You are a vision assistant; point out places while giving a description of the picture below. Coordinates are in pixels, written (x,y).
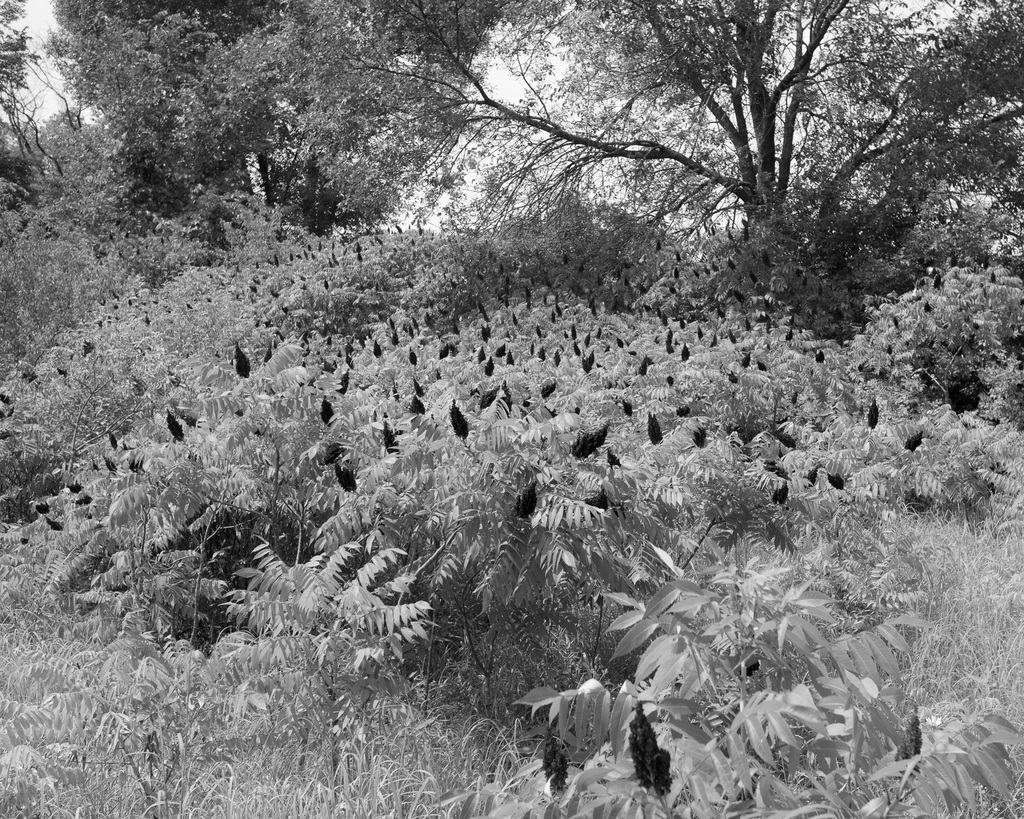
In this picture I can see few bushes (428,515) in the middle (611,518). In the background (369,188) there are trees (572,209), this image is in black and white color.
